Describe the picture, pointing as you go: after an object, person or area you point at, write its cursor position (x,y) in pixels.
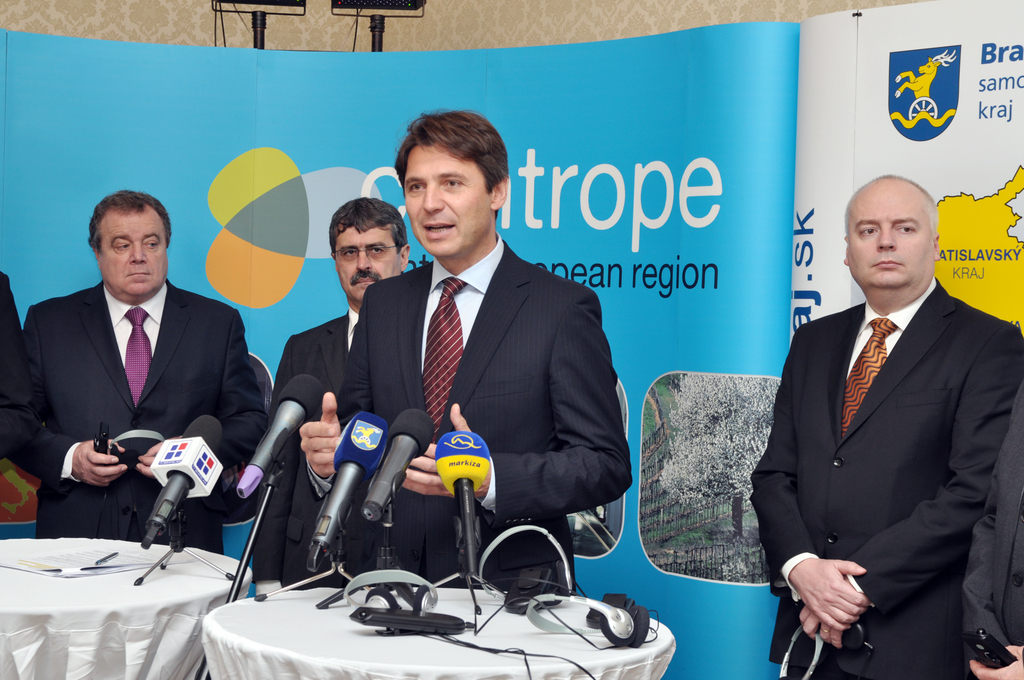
In the foreground of the picture (358,375) there are people (131,492), tables (208,585), mics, cables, paper (99,564), pen (112,555) and other objects (608,604). In the background (743,83) there are stands (264,39), banner (406,82) and wall (459,48).
